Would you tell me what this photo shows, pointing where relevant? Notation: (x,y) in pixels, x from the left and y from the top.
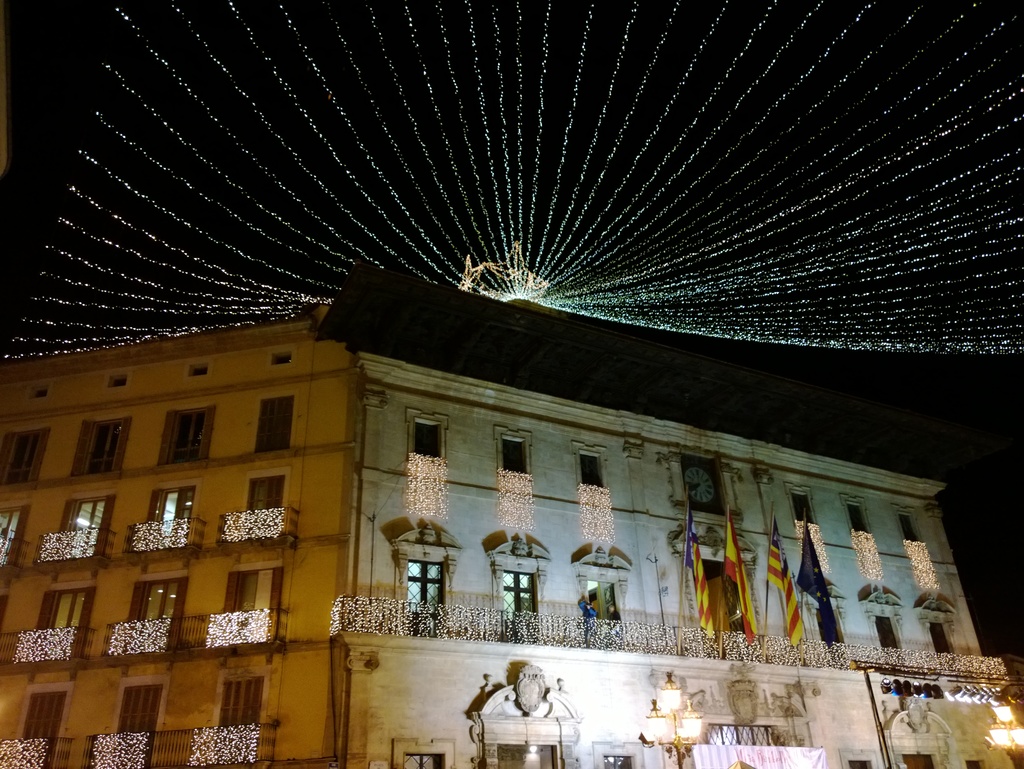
At the bottom of the image (812,721) there is a building (733,727), on the building (903,620) there are some flags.
